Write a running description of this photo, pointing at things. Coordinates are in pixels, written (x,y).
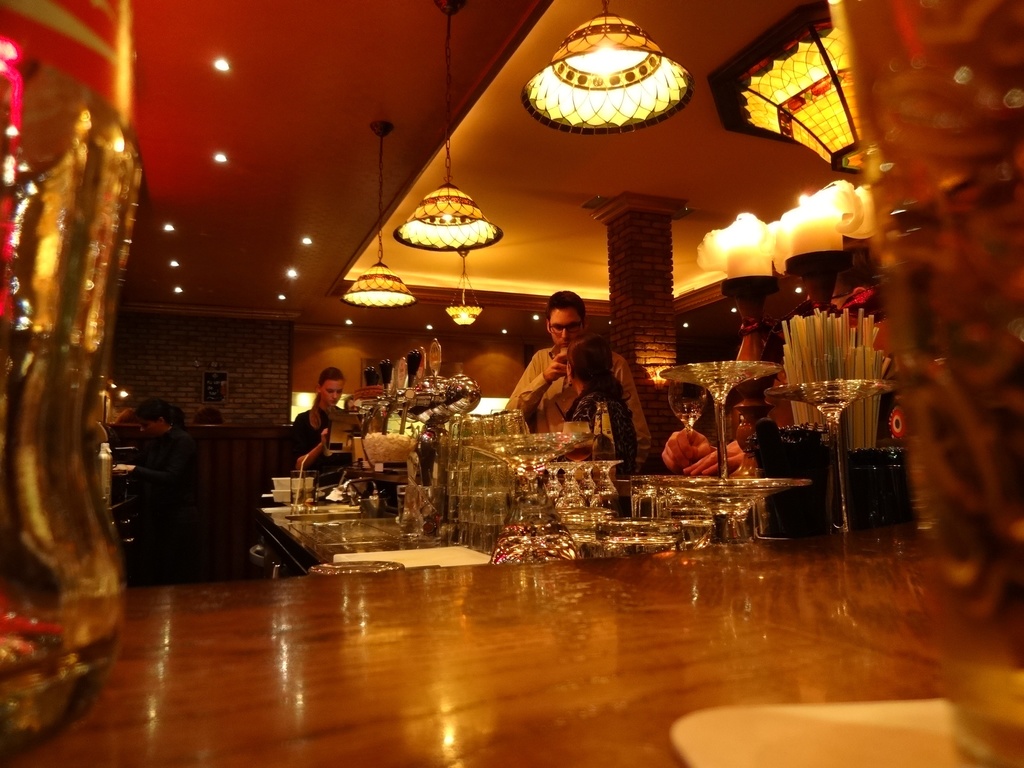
In the center of the image (365,505) we can see tables (462,652). On the tables (433,611), we can see glasses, straws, containers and a few other objects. And we can see some objects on the left (52,368) and right side of the image (933,189). In the background (398,354) there is a wall (427,338), lights (499,239), hanging lamp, one pillar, few people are standing, few people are holding some objects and a few other objects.
